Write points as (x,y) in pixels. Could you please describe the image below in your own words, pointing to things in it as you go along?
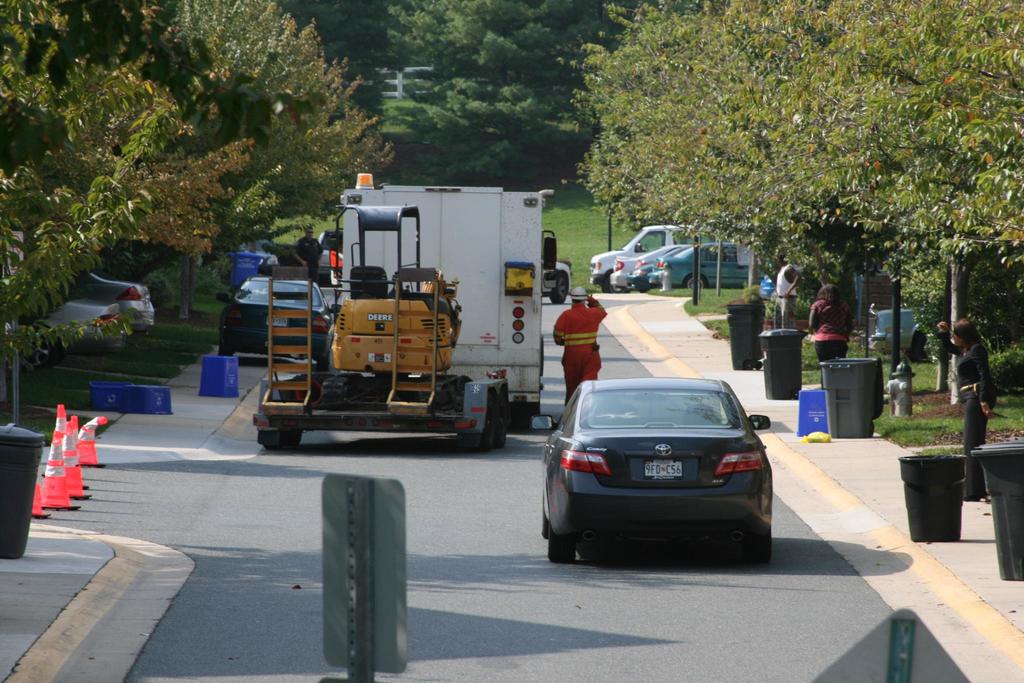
There are some vehicles (532,404) and some persons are present on the road (298,478) as we can see in the middle of this image (624,368). There are some trees (607,160) in the background (560,168). There are dustbins (106,395) on the left side of this image (179,389) and on the right side of this image (844,425) as well.
